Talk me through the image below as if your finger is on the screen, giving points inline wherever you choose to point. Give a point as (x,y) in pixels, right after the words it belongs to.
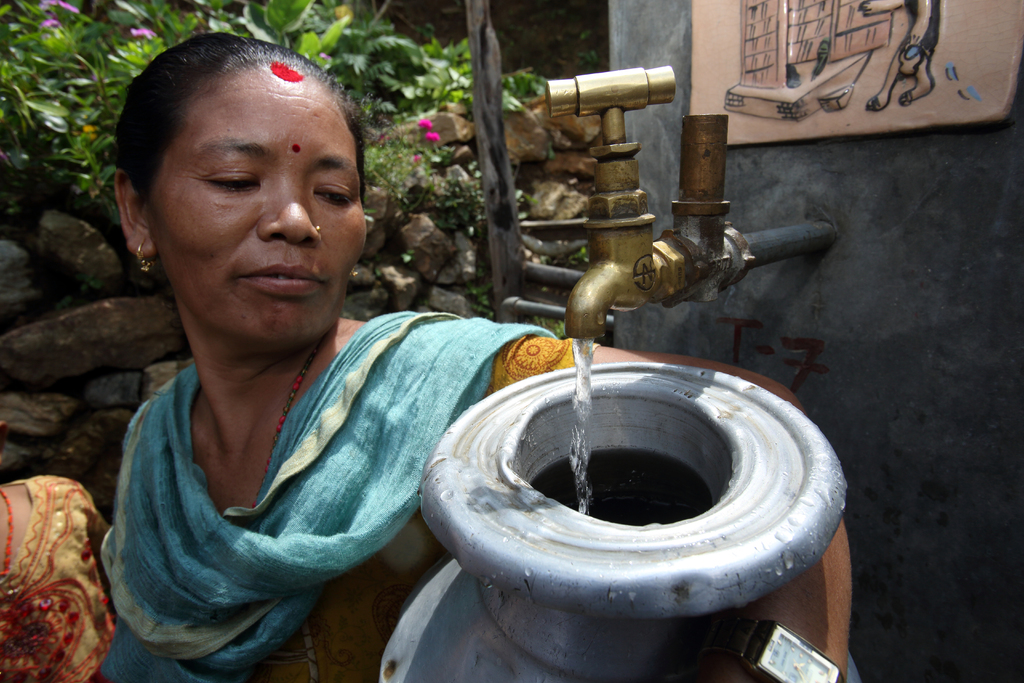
In the picture I can see a woman (243,48) and she is holding the steel pot (704,388). I can see a water tap (604,250) on the wall (838,355) on the right side (778,243). I can see the rocks (473,255) and flowering plants (374,36). I can see a board (770,82) on the top right side (952,13) with drawing (800,31) on it.
